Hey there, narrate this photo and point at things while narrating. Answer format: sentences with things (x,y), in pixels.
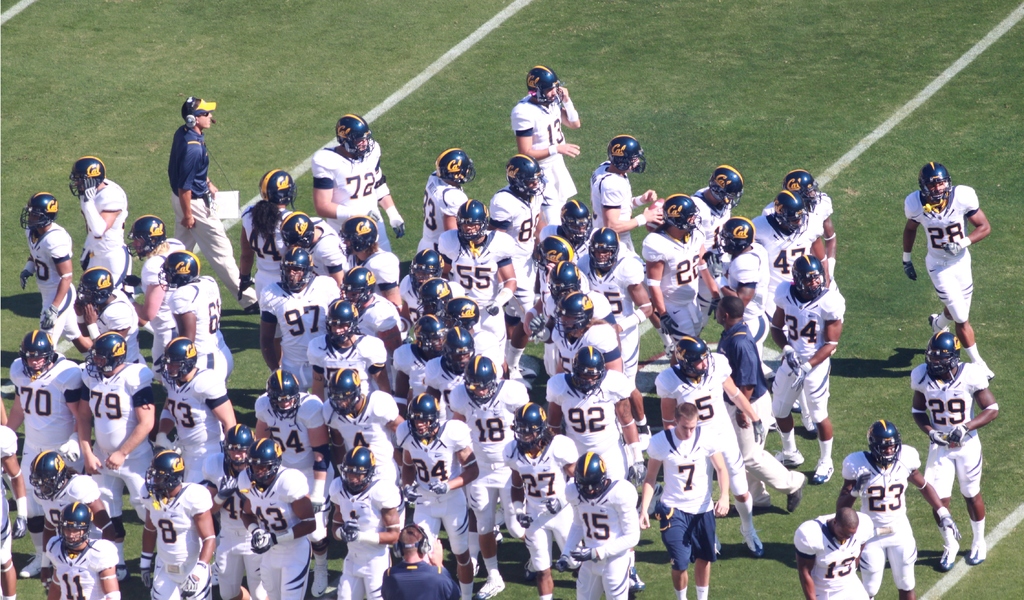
This picture shows bunch of players (286,262). They wore helmets (345,144) on their heads (343,126) and they wore white color dress (322,412) and we see couple of men (446,567) wore blue color shirts (193,165) with caps (204,105) on their heads (420,536) and they wore headsets (399,543) and a man (191,112) carrying papers (222,217) in his hand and we see a greenfield (718,56).
